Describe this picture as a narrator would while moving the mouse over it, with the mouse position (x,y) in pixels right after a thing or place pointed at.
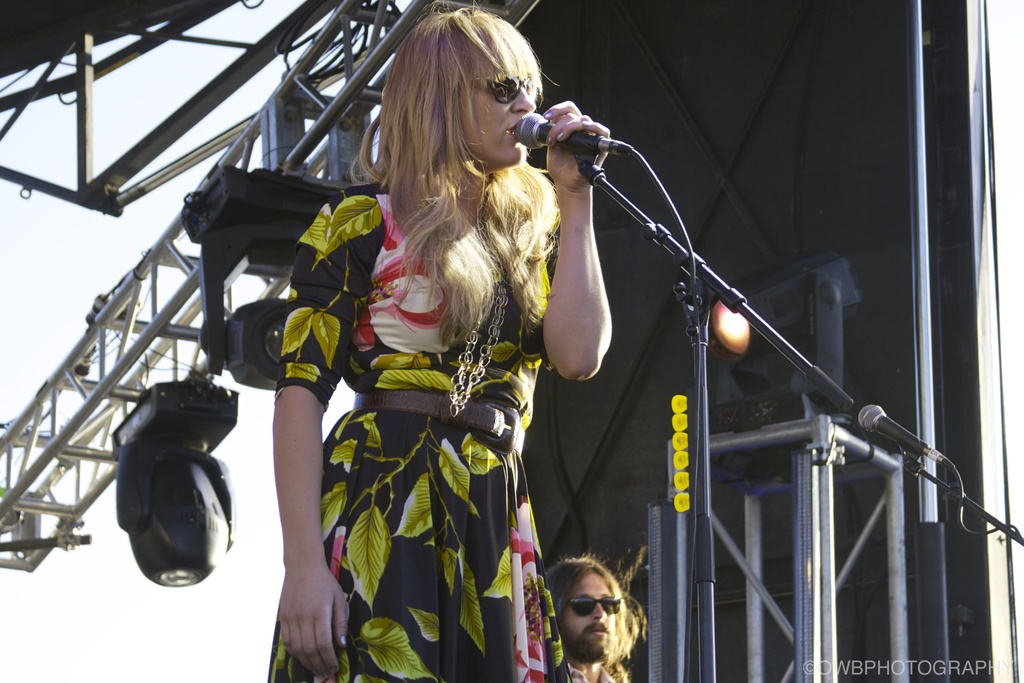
There is a woman (436,322) standing on the stage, singing. She's having a microphone (556,143) and a stand (707,423) in front of her. Behind her there is a man (590,617) wearing spectacles (583,605).
